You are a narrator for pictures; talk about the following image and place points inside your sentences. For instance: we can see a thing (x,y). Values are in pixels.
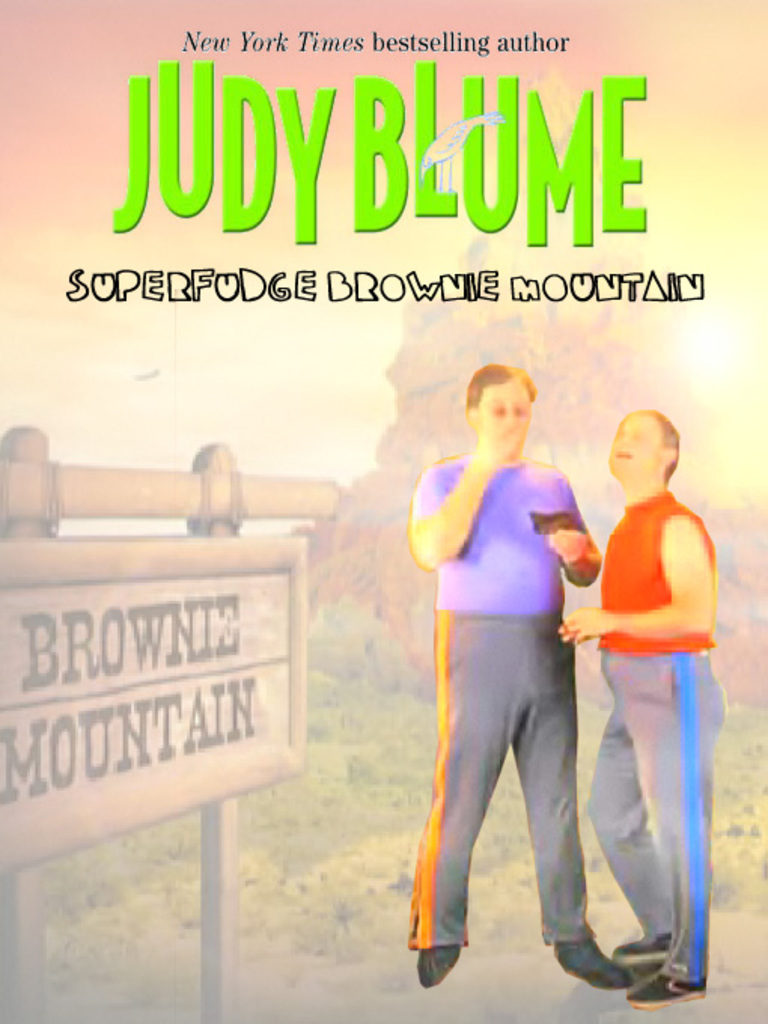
As we can see in the image there is a banner (405,361). On banner (399,497) there is a sign board (211,649), grass (315,823) and two people (524,782) standing in the front (458,699). In the background (395,524) there is a mountain (426,406) and there is some matter (374,114).
